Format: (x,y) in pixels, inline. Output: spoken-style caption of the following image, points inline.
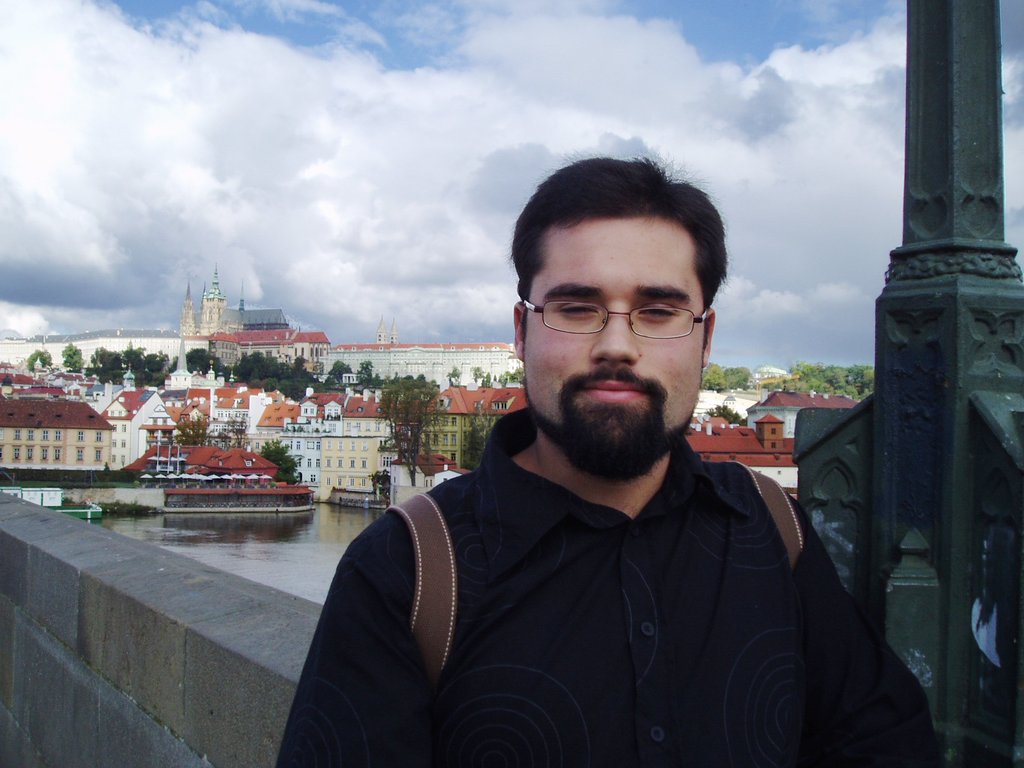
In this image we can see a man (526,626) standing on the floor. In the background (255,111) we can see sky (550,80) with clouds (806,139), buildings (147,462), trees (306,379), poles (179,460) and water (292,533).
